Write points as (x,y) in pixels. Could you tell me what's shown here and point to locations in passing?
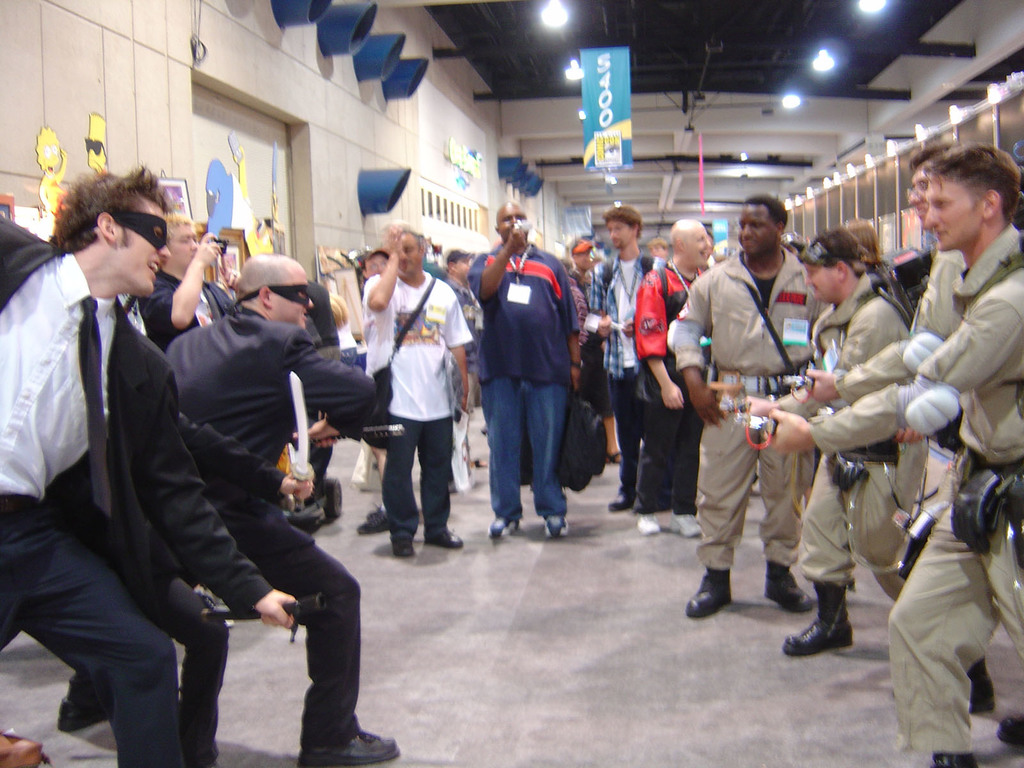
In this picture, we see people (348,313) standing. On the right side (934,411), we see men (859,444) in uniform (886,437) are standing. Behind them, we see racks (857,213). On the left side (281,485), we see people (108,224) standing. Behind that, we see a wall (317,171) on which many posters (234,161) are pasted. At the top of the picture (595,10), we see the ceiling (708,117) of the room (651,166).
